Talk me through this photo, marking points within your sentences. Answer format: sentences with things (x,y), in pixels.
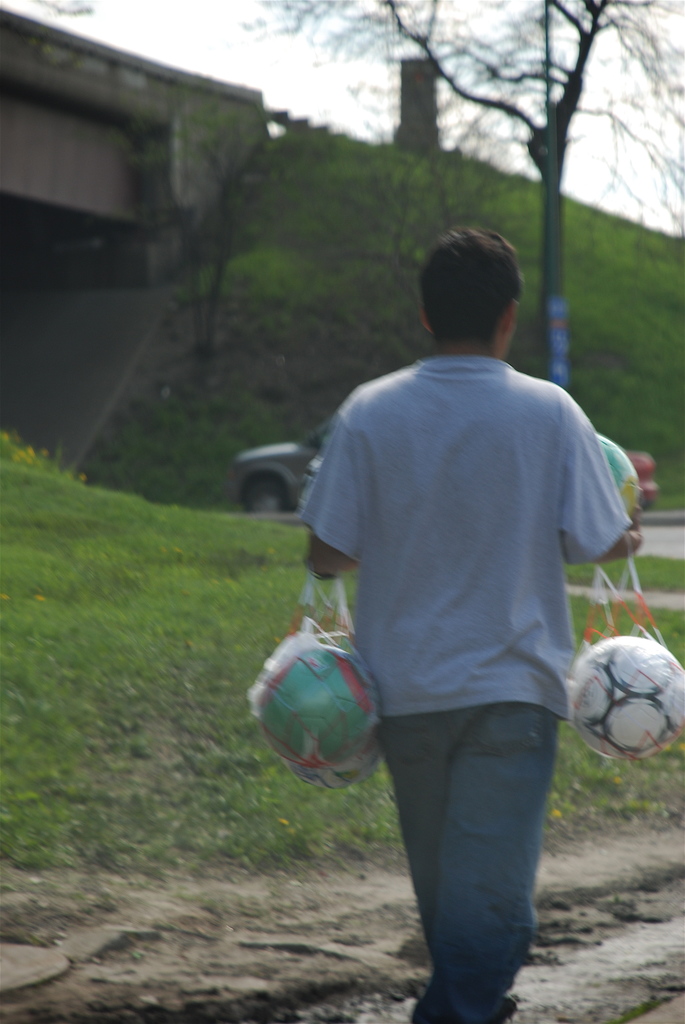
This person (344,565) walking and holding ball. We can see grass (100,669), bridge (18,122), tree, sky (190,34).
